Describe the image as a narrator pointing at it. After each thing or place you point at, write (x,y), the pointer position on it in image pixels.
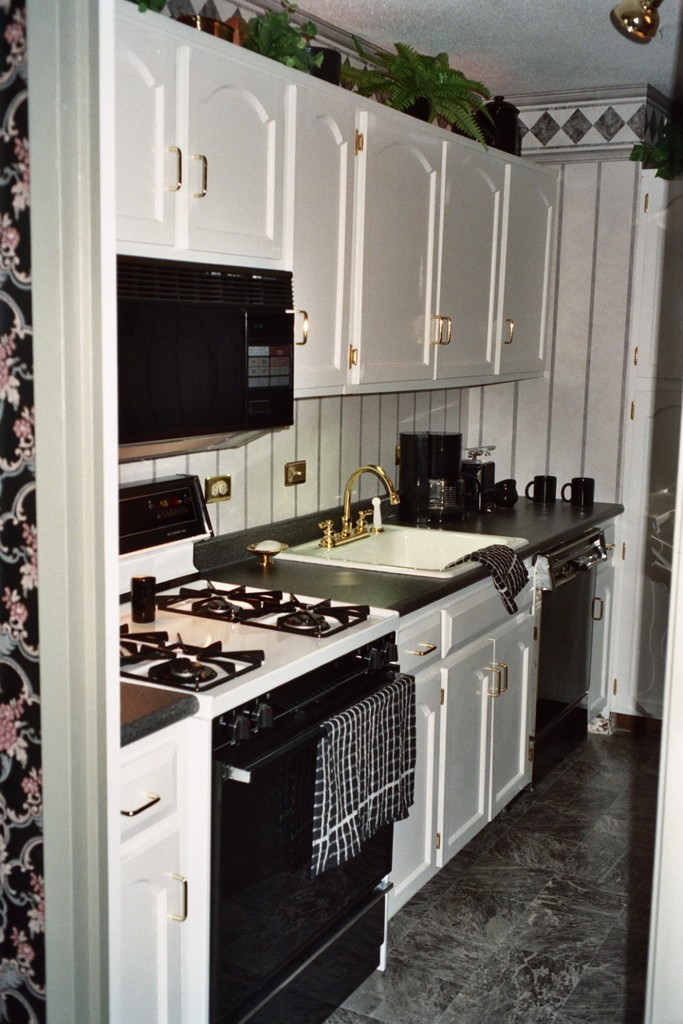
In this image we can see stove (294,787), microwave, cloth (408,752), wooden drawers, wooden cupboards (184,912), sink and cups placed here. Here we can see flower pots (305,45) and floral design (0,90) on the wall (6,884). In the background (627,237), we can see the white color wall (597,424).
